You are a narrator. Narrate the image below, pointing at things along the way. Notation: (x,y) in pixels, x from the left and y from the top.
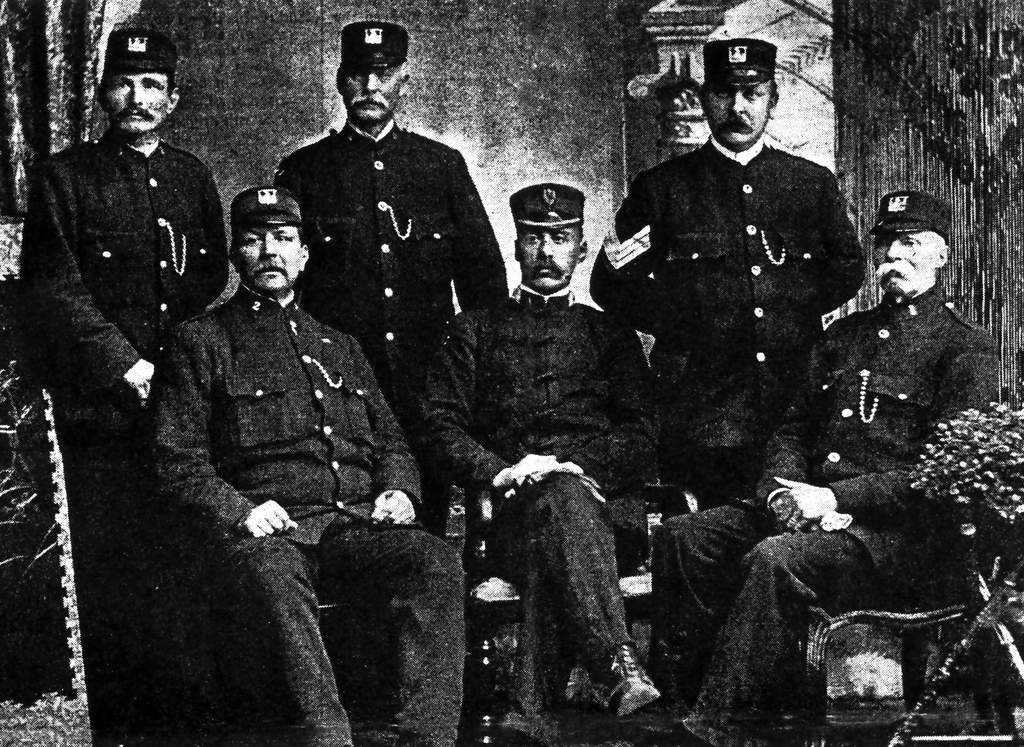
This is a black and white picture. I can see three persons (939,518) sitting on the chairs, there are three persons (350,61) standing, there is a flower vase (976,507), it looks like a curtain (30,43) and there are some other items (22,601).
